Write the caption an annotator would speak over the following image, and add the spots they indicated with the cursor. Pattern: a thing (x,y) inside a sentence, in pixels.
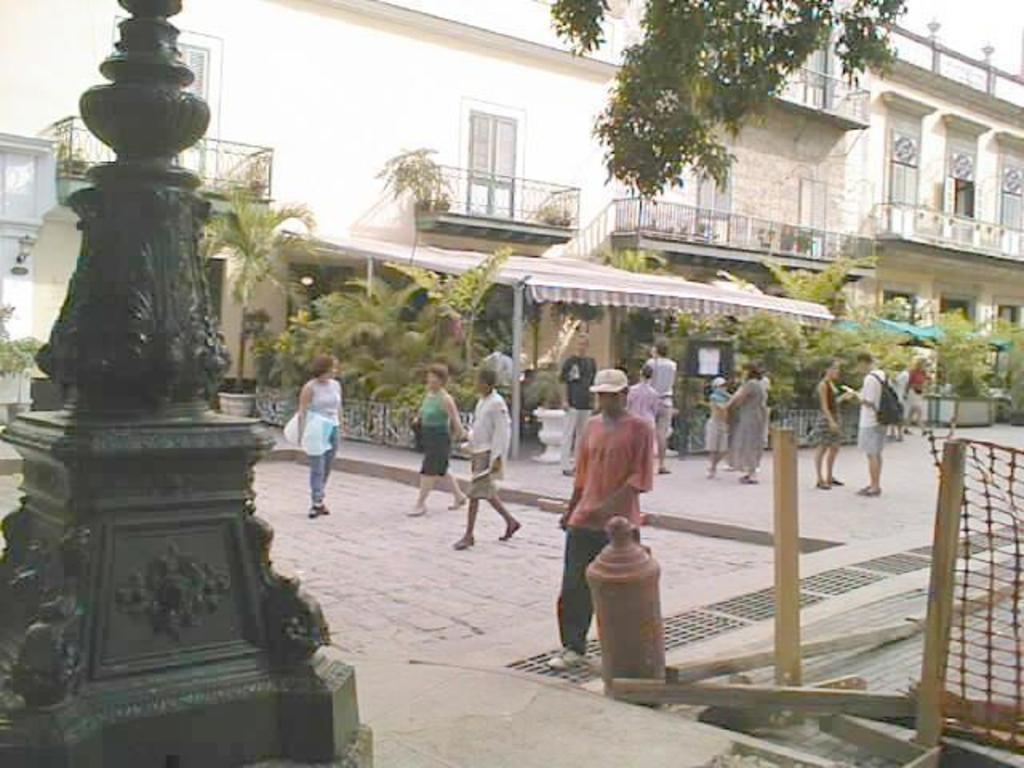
On the left side (134,315) there is a pole (172,302) on a platform (188,669). In the background (709,73) there are few persons (599,515) standing and walking on the road (471,644), poles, trees (425,274), buildings (97,62), windows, plants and doors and on the right side (948,574) there is a fence (967,553) and wooden poles (954,555).
